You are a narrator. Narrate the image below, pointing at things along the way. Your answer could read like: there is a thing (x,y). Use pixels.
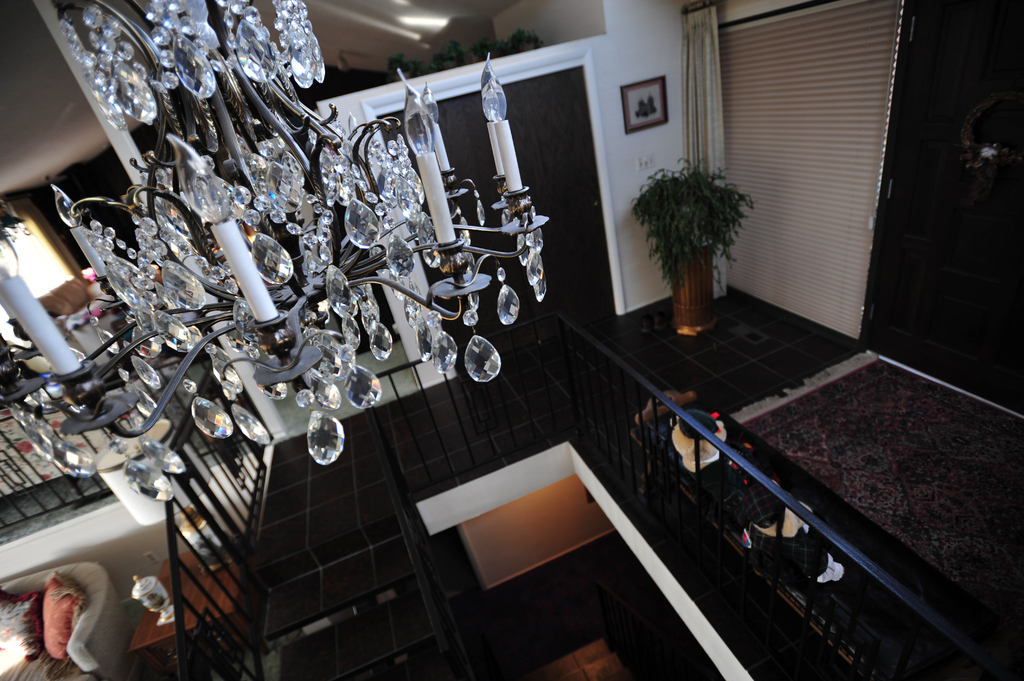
In the front of the image (307,346) I can see chandelier (277,245). In the background of the image (27,208) there are railings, window (23,255), curtain (61,249), plant (710,195), steps (389,588), toys (742,487), carpets (10,426), couches (89,633), pillows (29,628), table (140,653), door (478,144) and objects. Above the table (198,580) there are things (201,522). Picture (663,100) is on the wall (674,91). Beside that picture (647,120) there is a curtain (702,78).
